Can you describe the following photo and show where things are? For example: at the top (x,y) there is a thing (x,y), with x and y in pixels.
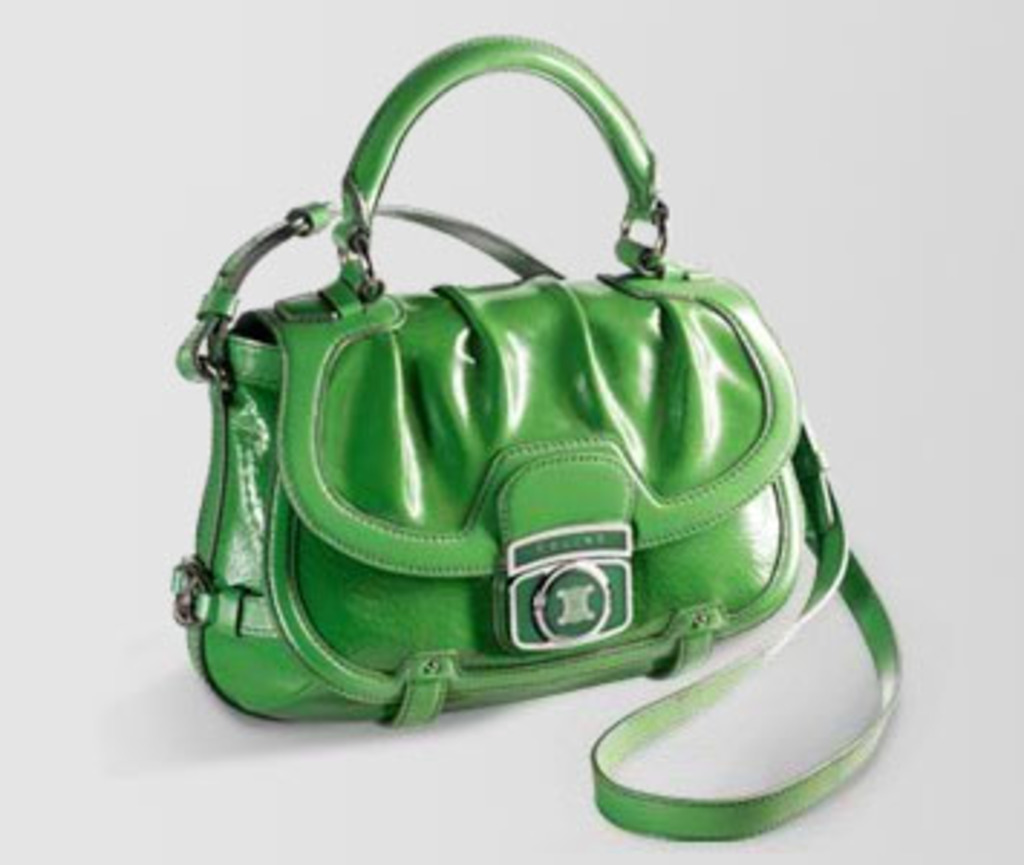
In this image there is a bag (684,378) which is in green color, there is a handle (356,245) and one strap (604,804) to carry to the bag (297,329).
